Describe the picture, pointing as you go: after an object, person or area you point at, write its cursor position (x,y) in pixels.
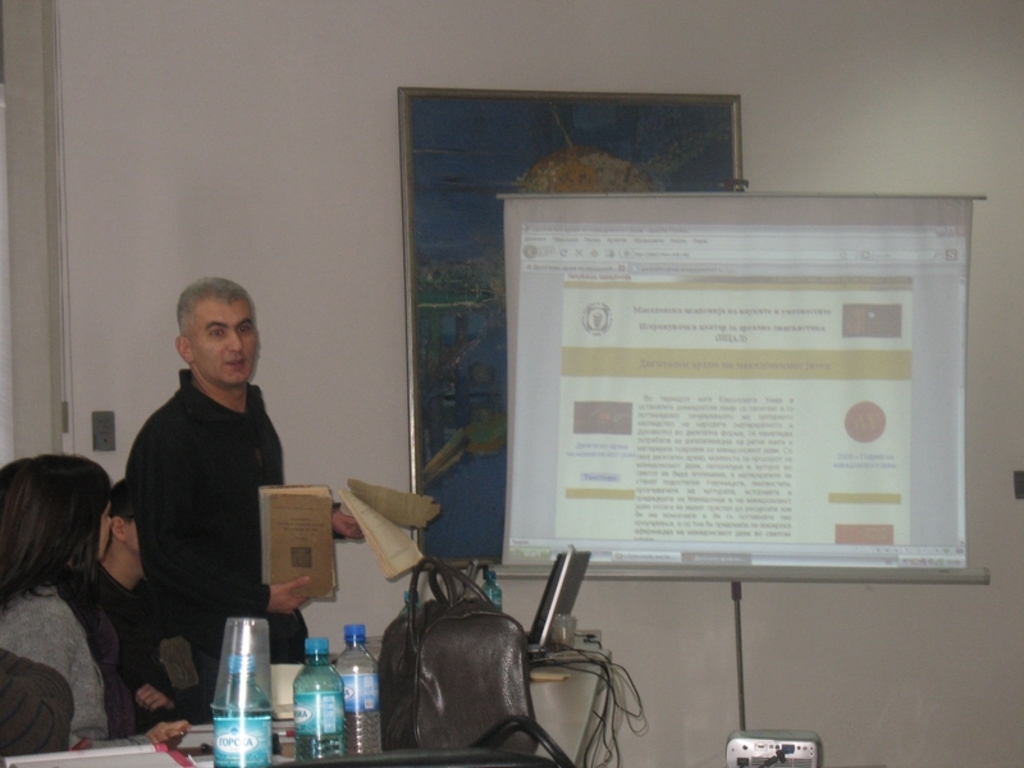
In this image there are a few people (188,509) standing and sitting. In front of them there is a table (538,689), on which there are a few bottles (341,708), bag (524,699), laptop (564,609), cables (580,650), books (197,759) and other objects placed on it and in the background (713,311) there is a frame (551,167) and a screen (643,449) on a stand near the wall (633,593). At the bottom of the image (753,741) there is an object (790,753).
